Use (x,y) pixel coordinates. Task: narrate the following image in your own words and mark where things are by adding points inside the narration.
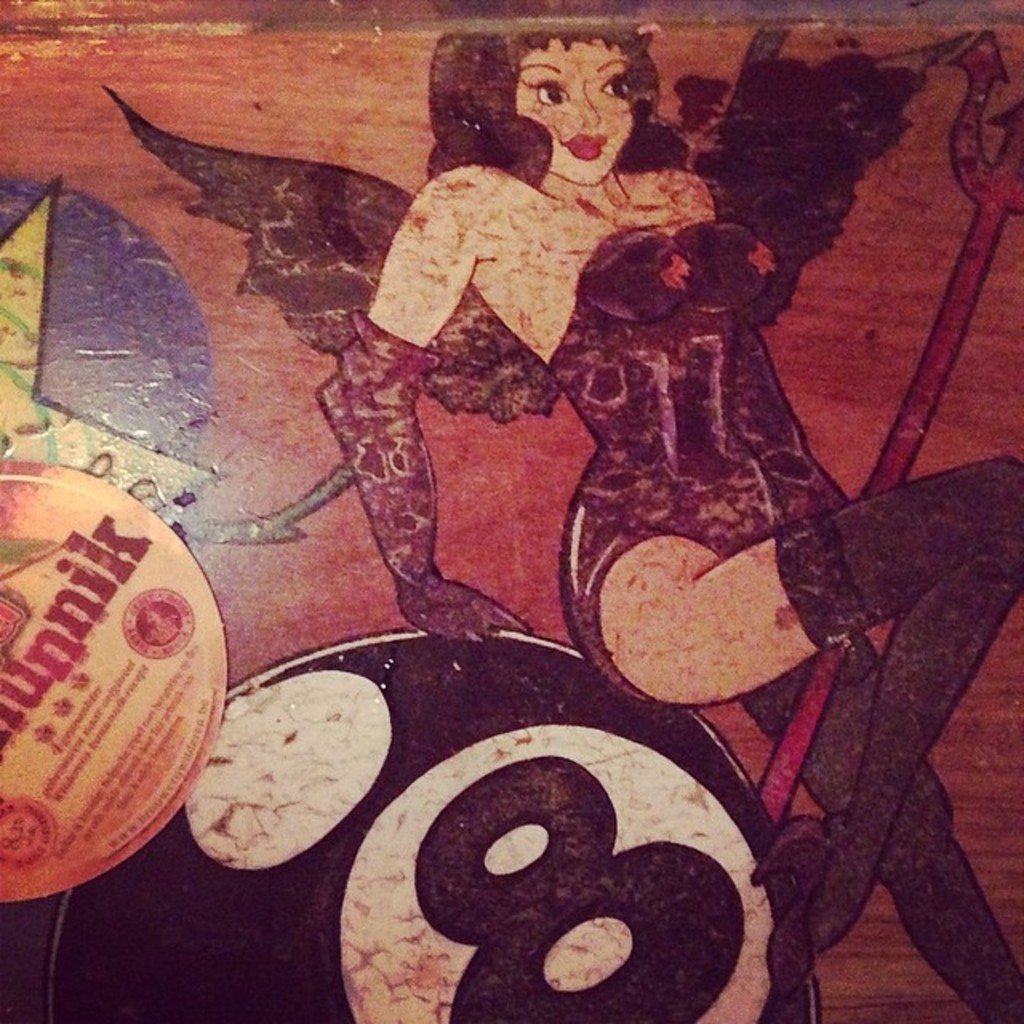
This image consists of a wooden table (357,517) on which there is a painting (647,683) of a girl (664,638) wearing purple dress (568,528). At the bottom (366,728), there is a ball (369,694). This total image is painted on a wooden table (737,729).
